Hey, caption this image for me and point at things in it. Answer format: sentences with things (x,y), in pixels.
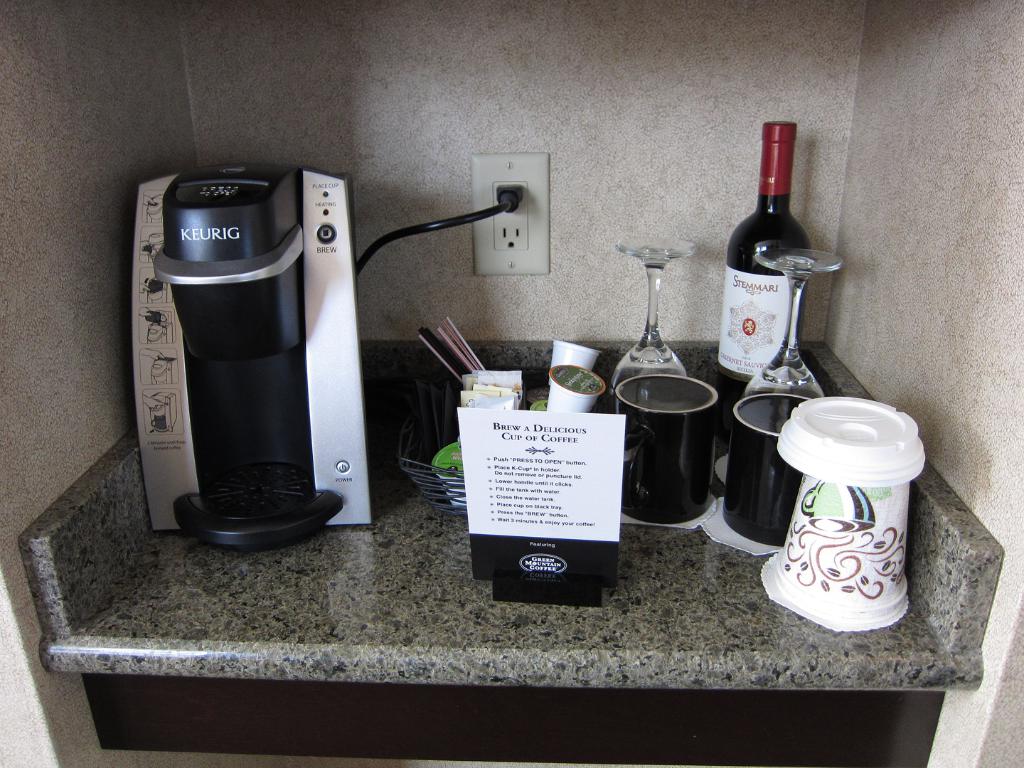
This is a coffee machine (327,428), two black cups (702,436), wine glasses (785,370), wine bottle (751,339), a basket (431,480) with some objects (571,376) and a paper (526,479) placed on the marble stone (528,635). This is the socket (534,253) attached to the wall (552,191).
